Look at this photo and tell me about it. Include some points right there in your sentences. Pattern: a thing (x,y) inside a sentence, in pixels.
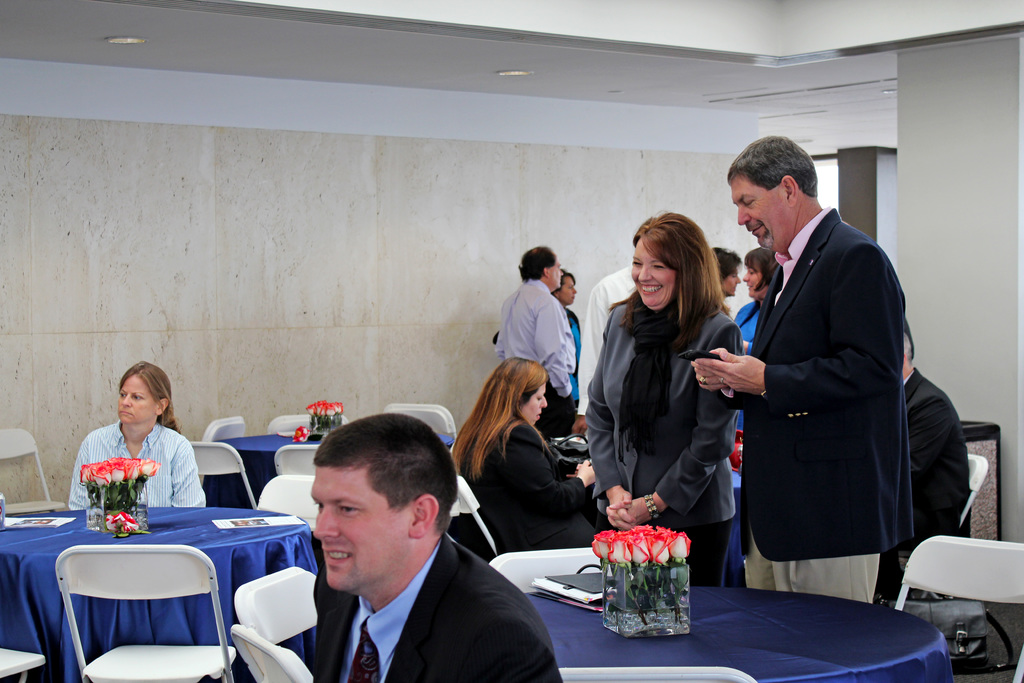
In this picture we can see a group of people (468,447) where some are sitting on chairs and some are standing and here this two people (680,288) are smiling and in front of them there is table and on table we can see cloth (39,545), paper (44,522), vase (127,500) with flowers (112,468) and in background (227,231) we can see wall (483,161), pillars (864,180).
